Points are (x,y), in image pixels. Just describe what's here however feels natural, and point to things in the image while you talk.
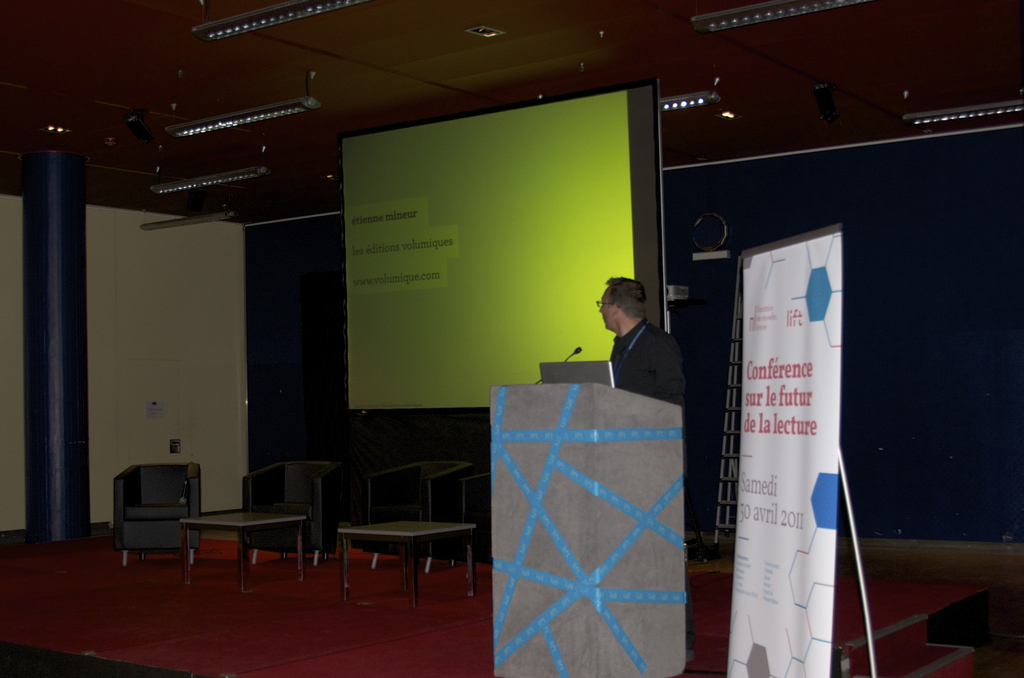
In this image I can see a chair (320,493), table (240,552) and man (657,360) is standing in front of the podium (575,391). There is a mic (579,352) and a laptop (568,369). At the back side (509,322) there is a screen (523,260).
